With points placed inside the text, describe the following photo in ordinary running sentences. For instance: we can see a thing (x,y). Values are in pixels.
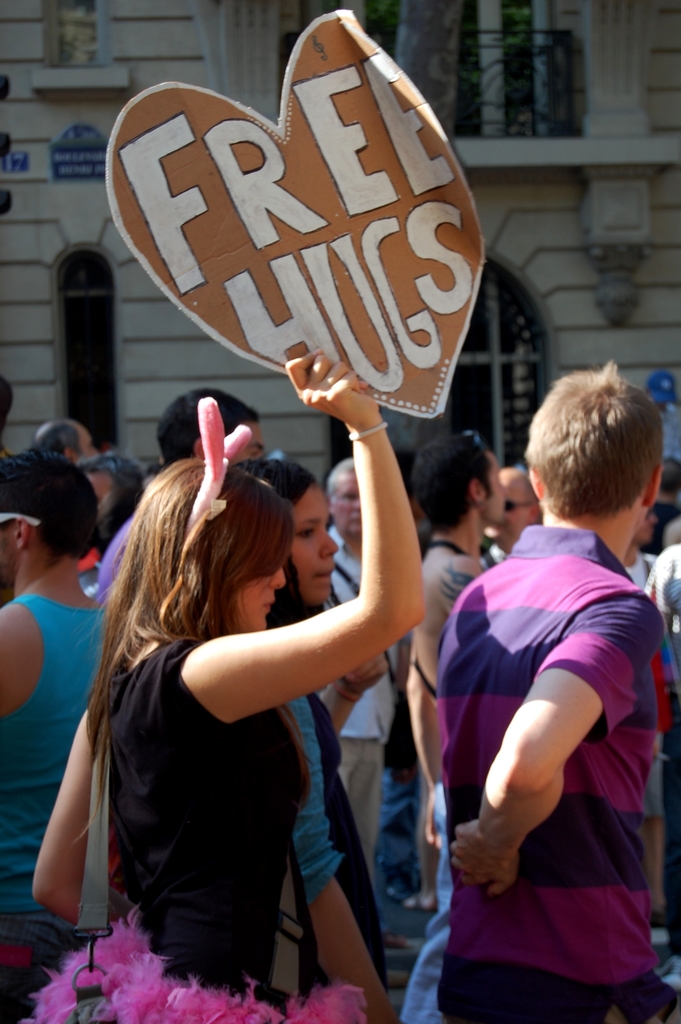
In this picture we can see a group of people (333,493) where a woman (186,541) holding a banner (281,302) with her hand (357,431) and in the background (52,316) we can see a building (564,35) with windows (501,337).
